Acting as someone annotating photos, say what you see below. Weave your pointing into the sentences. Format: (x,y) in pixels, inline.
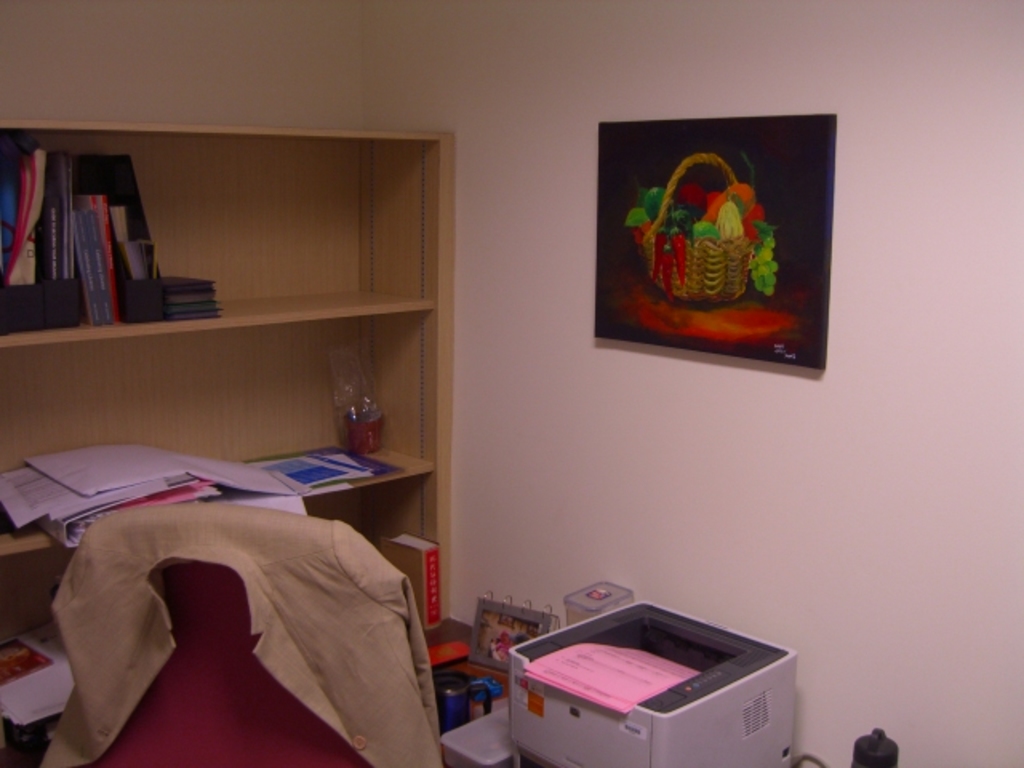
This is the picture of a room (508,654). In the foreground (339,678) there is a jacket (121,709) on the chair (230,629). There is a device (710,671) and there is a frame (485,636) and there are objects (450,697) on the table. At the back (30,483) there are books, papers (228,502) and objects (1,299) in the shelf (189,224). There is a frame (803,123) on the wall (853,464) and there is a picture (766,316) of a basket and there are pictures of fruits (661,239) on the frame (722,261).
